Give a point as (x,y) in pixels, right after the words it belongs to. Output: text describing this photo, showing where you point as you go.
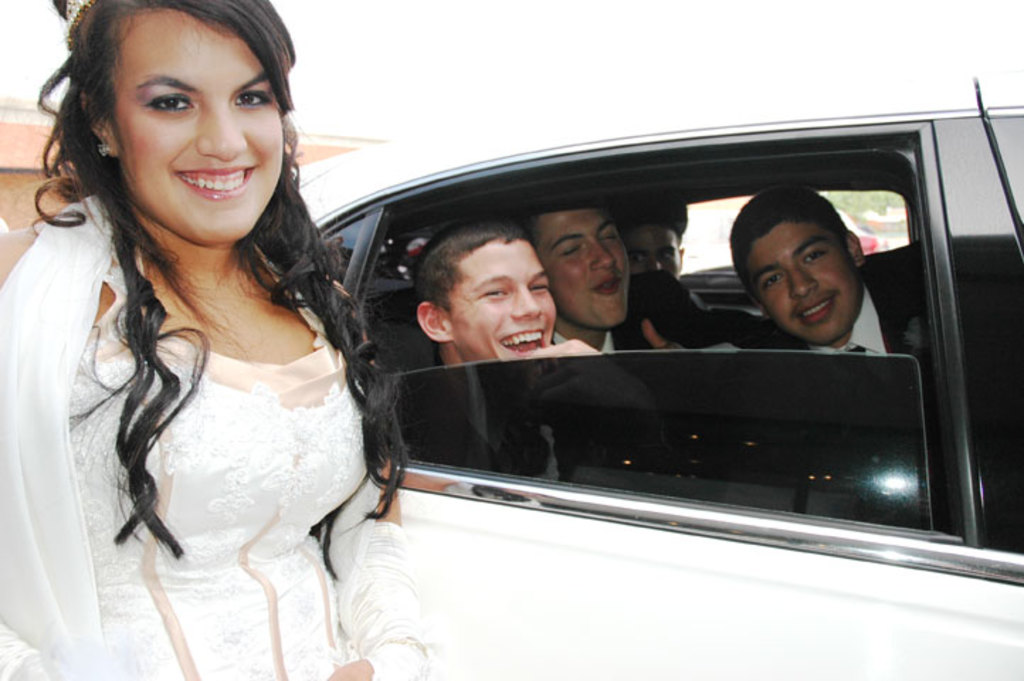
In the picture we can see a woman (308,219) standing near the car (436,190), in the car (648,495) we can see four boys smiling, a car (485,509) is white in color with black glass (699,487), and the woman (76,93) is wearing a white dress (220,598), she is also smiling.
